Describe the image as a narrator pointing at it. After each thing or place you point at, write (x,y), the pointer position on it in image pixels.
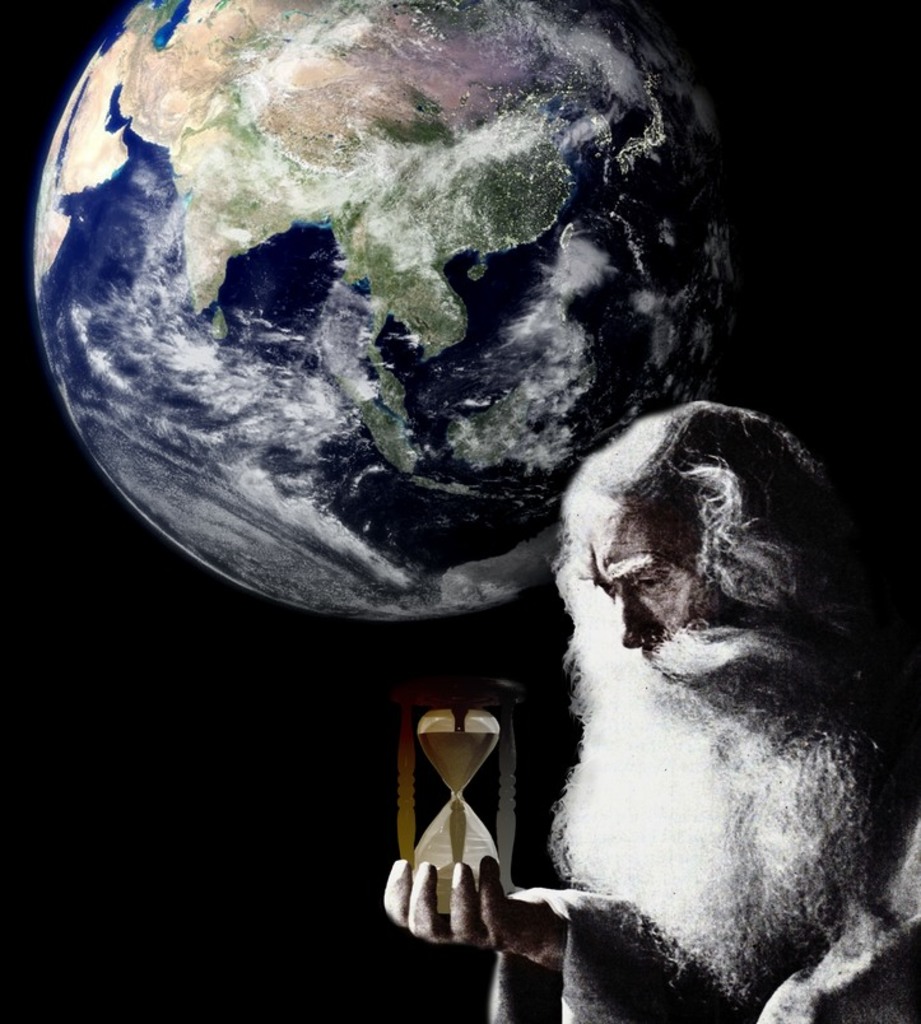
On the right (677,763) at the bottom corner (704,808) a person (697,792) is holding a sand clock (504,747) in his hand (494,865). In the background (285,372) the image is dark and we can see the earth (109,413).
